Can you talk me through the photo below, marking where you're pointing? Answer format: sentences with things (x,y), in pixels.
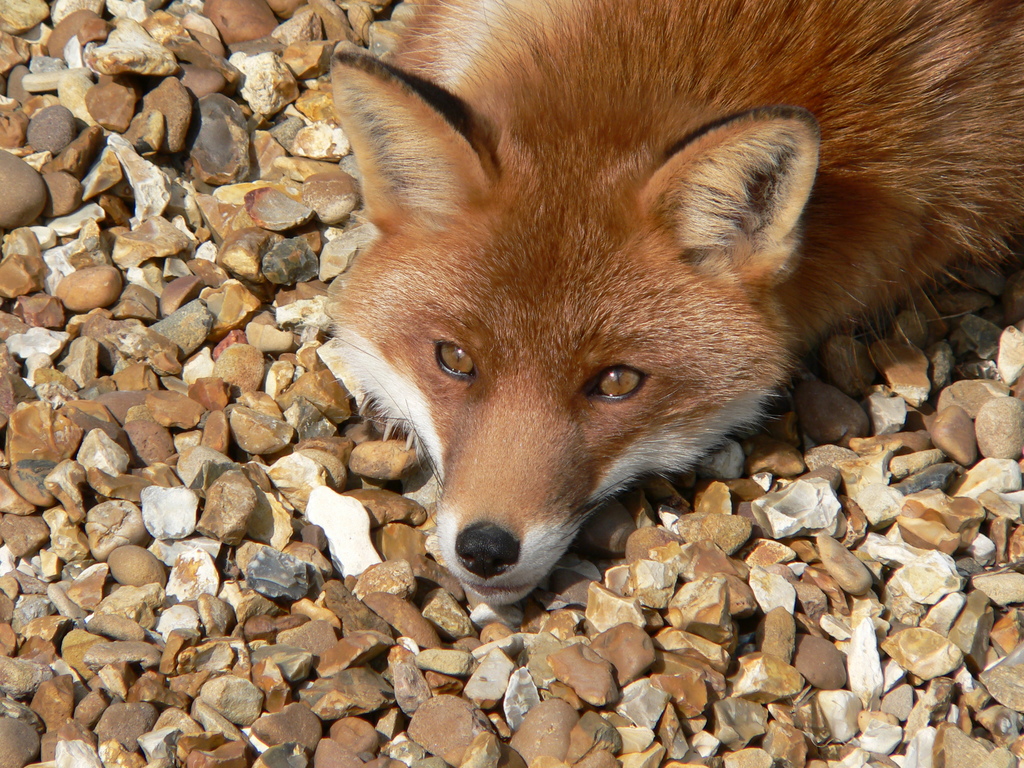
In this picture I can see a fox (520,369), it is white and brown in color and few small stones (233,526) on the ground (199,591).
